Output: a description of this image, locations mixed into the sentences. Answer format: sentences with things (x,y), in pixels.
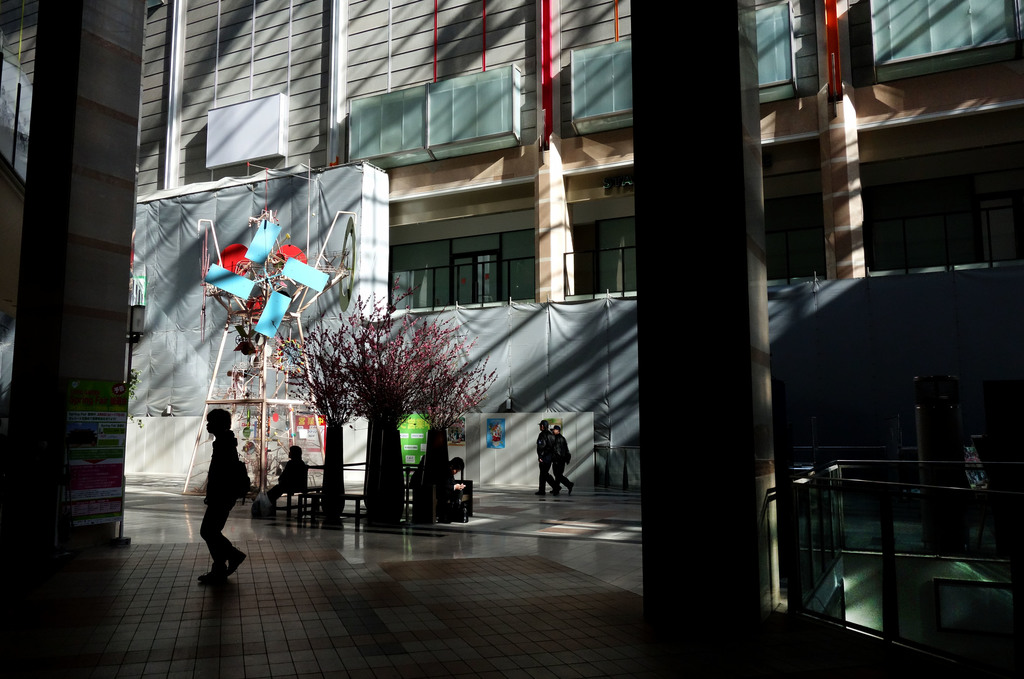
This picture is clicked outside. In the foreground (108,426) we can see the pillars (710,627), deck rails (816,545) and group of persons (227,436) and we can see a banner (95,426) on which we can see the text (109,505) and some pictures (82,435). In the center (397,375) we can see the plants (420,377), chairs (362,492), wooden objects (265,376) and some items (295,276). In the background (368,29) we can see the buildings (509,26) and we can see the windows (475,110) of the buildings (509,137) and we can see the window blinds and curtains (605,350) and some other objects (408,433).
